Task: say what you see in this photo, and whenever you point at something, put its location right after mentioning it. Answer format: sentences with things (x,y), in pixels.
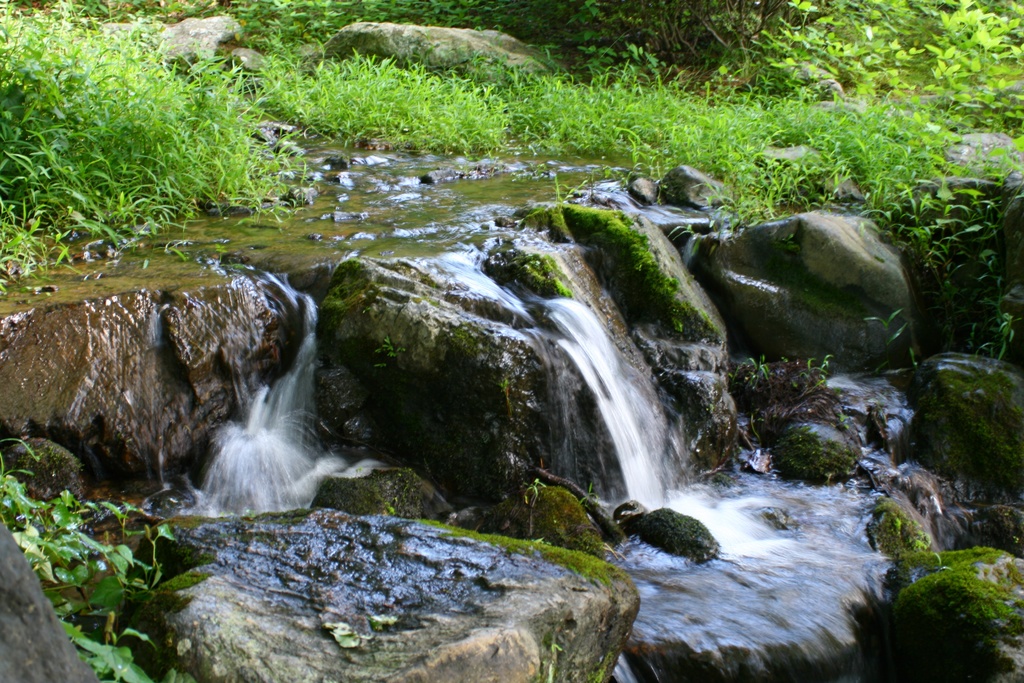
In this image, we can see a small waterfalls (640,470), plants (542,88) and rocks (181,46).
